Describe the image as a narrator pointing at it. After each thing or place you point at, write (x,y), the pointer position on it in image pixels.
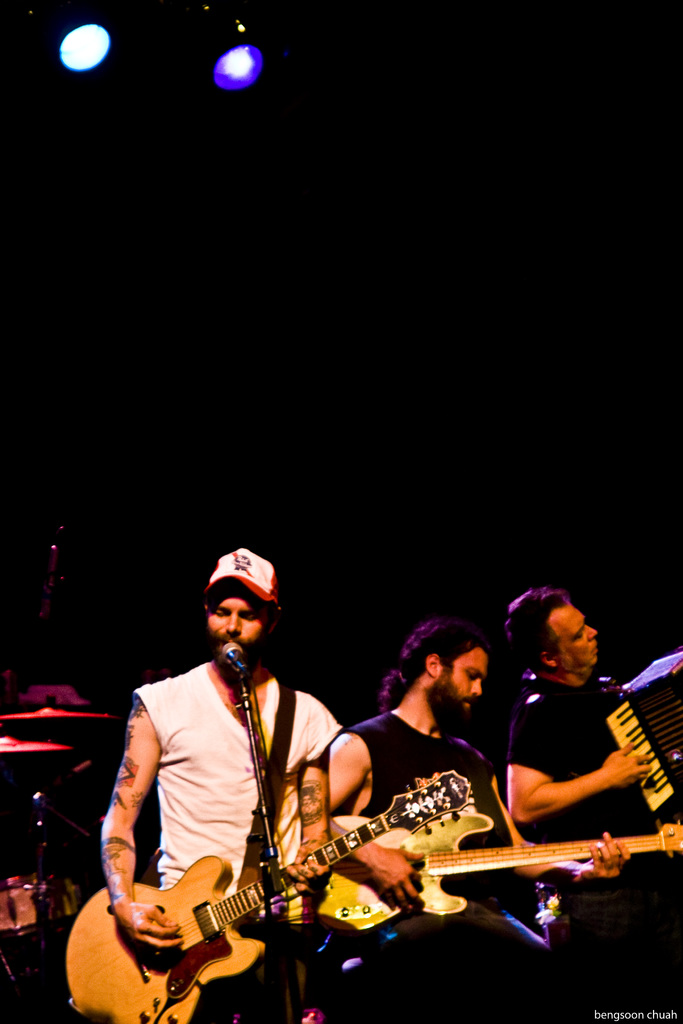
There are three men (452,749). The men (212,718) with white t-shirt (202,749) is singing and playing a guitar (208,917). In front of him there is a mic (246,677). The other man (412,893) is also playing a guitar (443,868). The last right man (594,776) is playing an accordion (662,739).
